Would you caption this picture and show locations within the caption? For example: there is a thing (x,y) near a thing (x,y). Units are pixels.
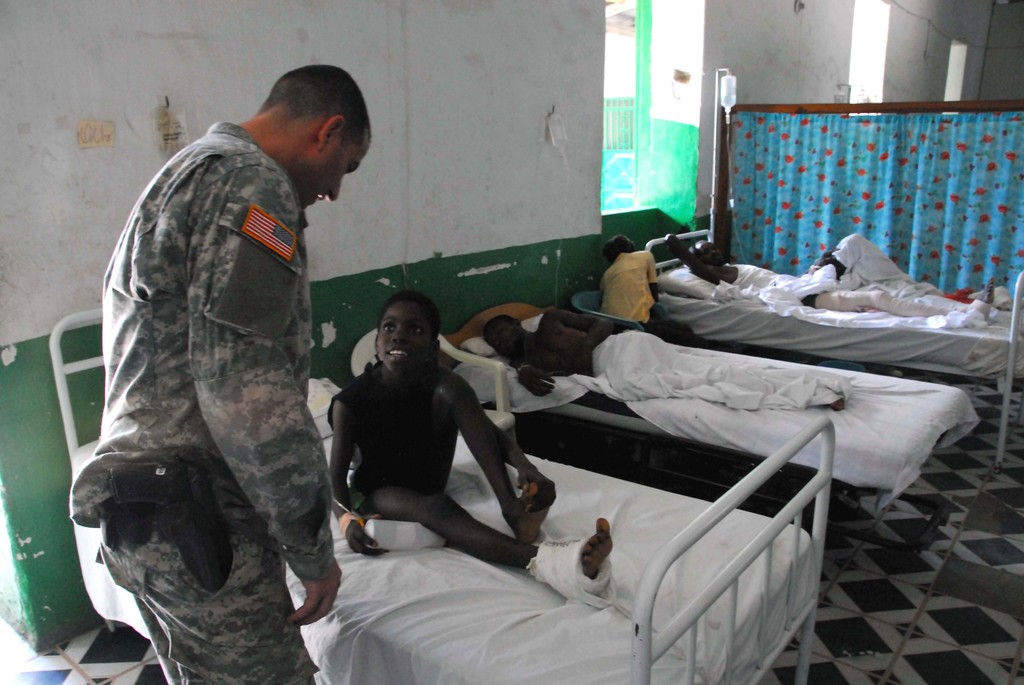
In this picture there are two persons (864,300) lying on the bed (749,383). There is a boy (422,466) sitting on the bed (453,467) and holding object (389,529). There is a boy (623,288) sitting on the chair (615,315). There is glucose bottle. There is a man (168,410) standing. There is a blue curtain (852,194).
